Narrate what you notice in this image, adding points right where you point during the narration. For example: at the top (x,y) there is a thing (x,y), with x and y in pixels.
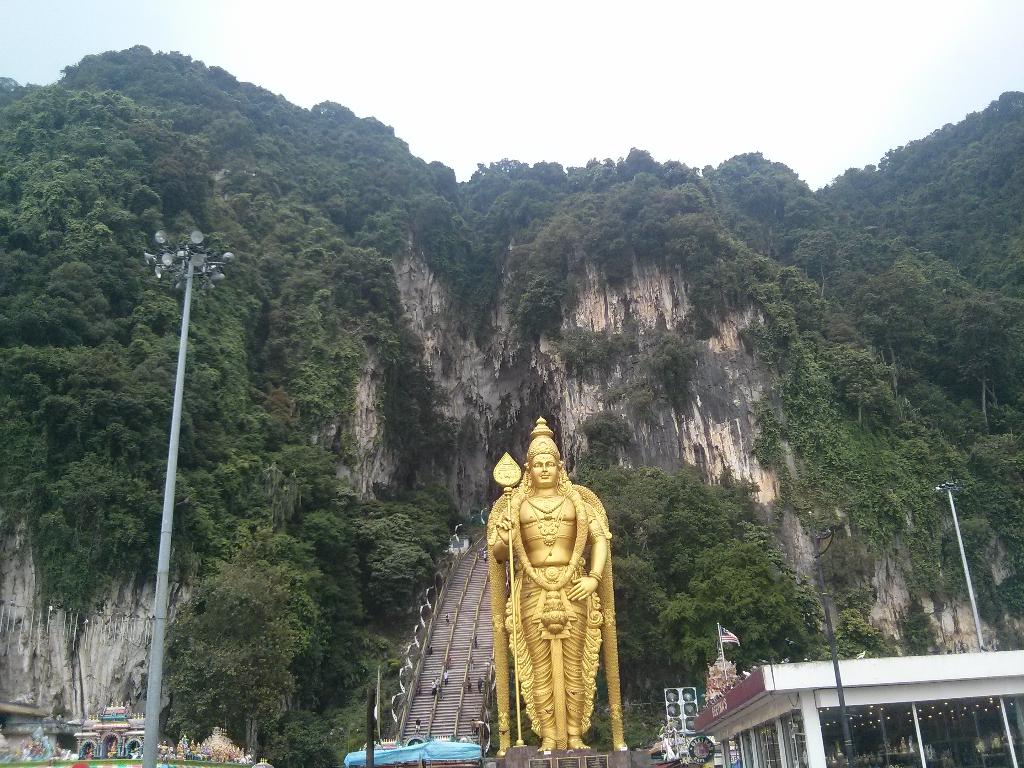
This picture is clicked outside. In the center (560,462) we can see the sculpture (569,519) of a person (555,545), holding some object (509,492) and standing. In the background (992,631) we can see the buildings (722,767), stairs (453,668), mountain (689,303), trees (534,315), lights (157,261) attached to the poles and many other objects (52,764) and we can see the sky (335,70).
